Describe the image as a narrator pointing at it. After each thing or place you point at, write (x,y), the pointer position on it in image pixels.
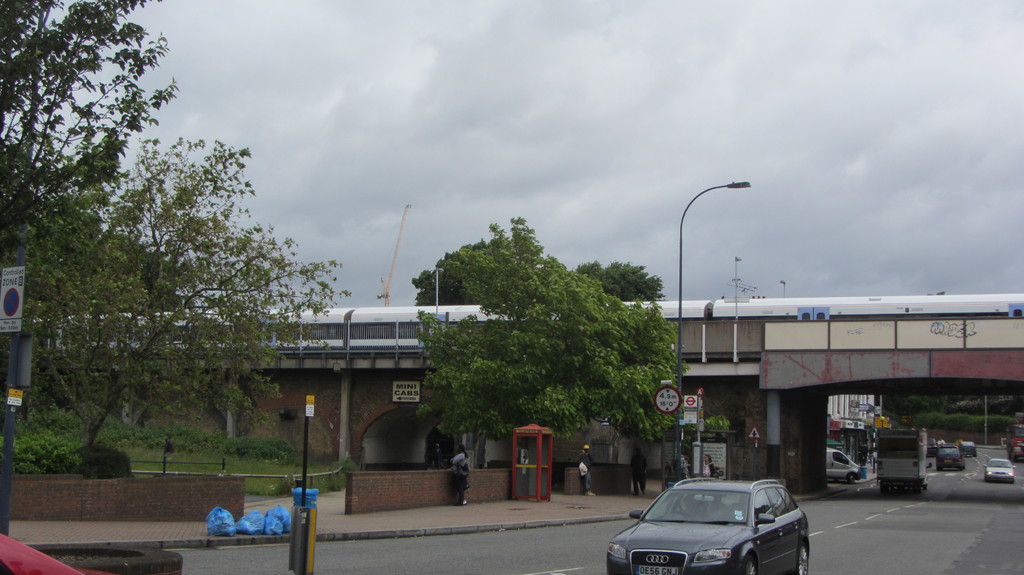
In the center of the image (358,370) we can see a bridge (362,398), train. In the background of the image (455,383) we can see the trees (587,336), poles (681,267), lights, boards (670,388), grass (247,481), wall (366,474), plants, vehicles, crane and some people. At the bottom of the image (441,572) we can see the road (562,568), plastic covers (274,520). At the top of the image (644,67) we can see the clouds (750,253) are present in the sky (890,262).
